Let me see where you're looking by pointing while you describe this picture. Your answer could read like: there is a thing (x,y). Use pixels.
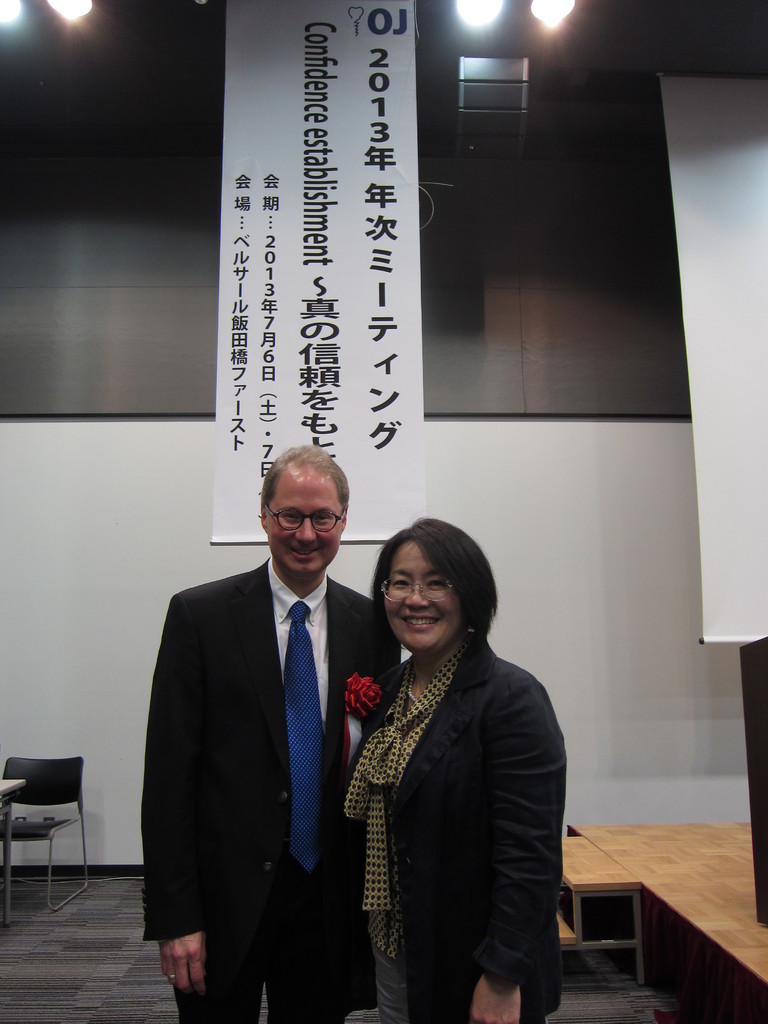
In the image two people (326,742) were standing and posing for the photo. Behind them there is a dais (701,898) and in the background (38,431) there is a wall (213,413) and there is a banner (305,375) attached in front of the wall (40,510) and on the left side (54,782) there is an empty chair (54,782).
